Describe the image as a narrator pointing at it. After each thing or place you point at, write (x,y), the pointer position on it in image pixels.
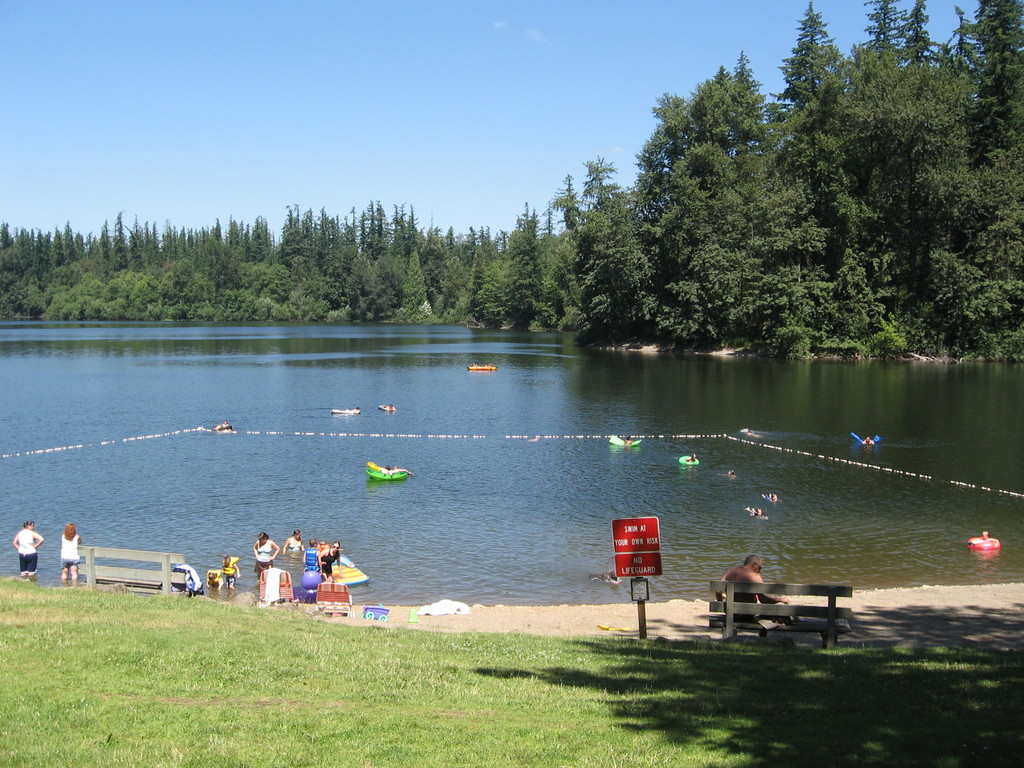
In this image we can see a pond (402,502). Behind so many trees (529,253) are there. The sky (339,120) is in blue color. Bottom of the image (406,672), the land (324,685) full of grass (158,696) is there and benches (801,629) are present. Near the pond (104,385), people (29,552) are enjoying.
